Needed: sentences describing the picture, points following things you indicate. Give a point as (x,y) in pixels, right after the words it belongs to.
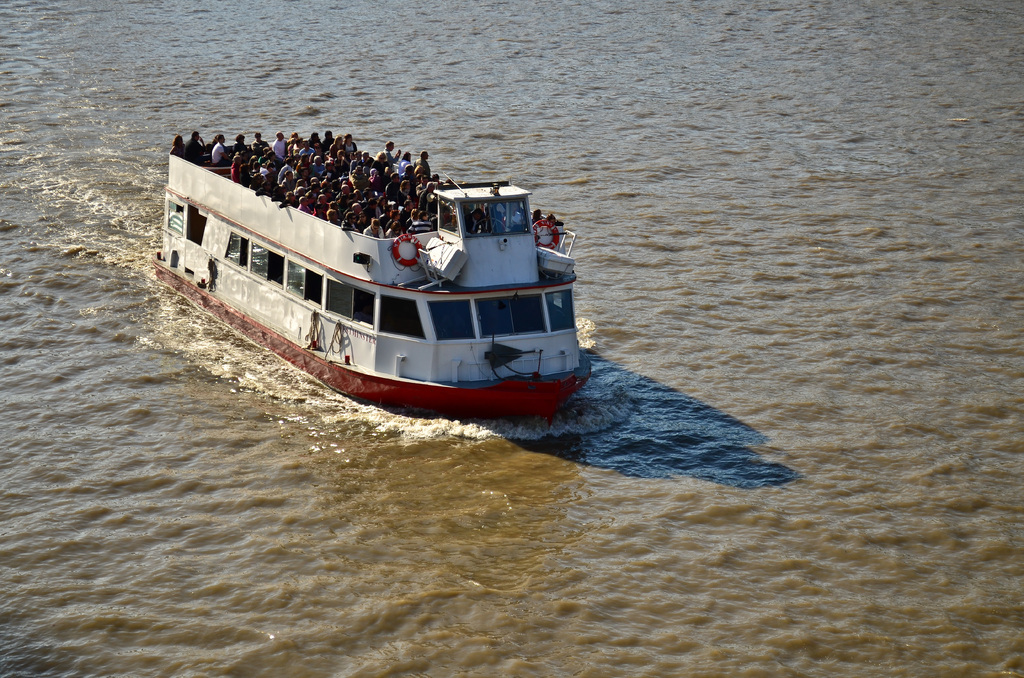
In the image there is a ship (400,261) sailing on the water surface (505,492) and on the top of the ship (464,236) there are a lot of people (347,197) travelling.
